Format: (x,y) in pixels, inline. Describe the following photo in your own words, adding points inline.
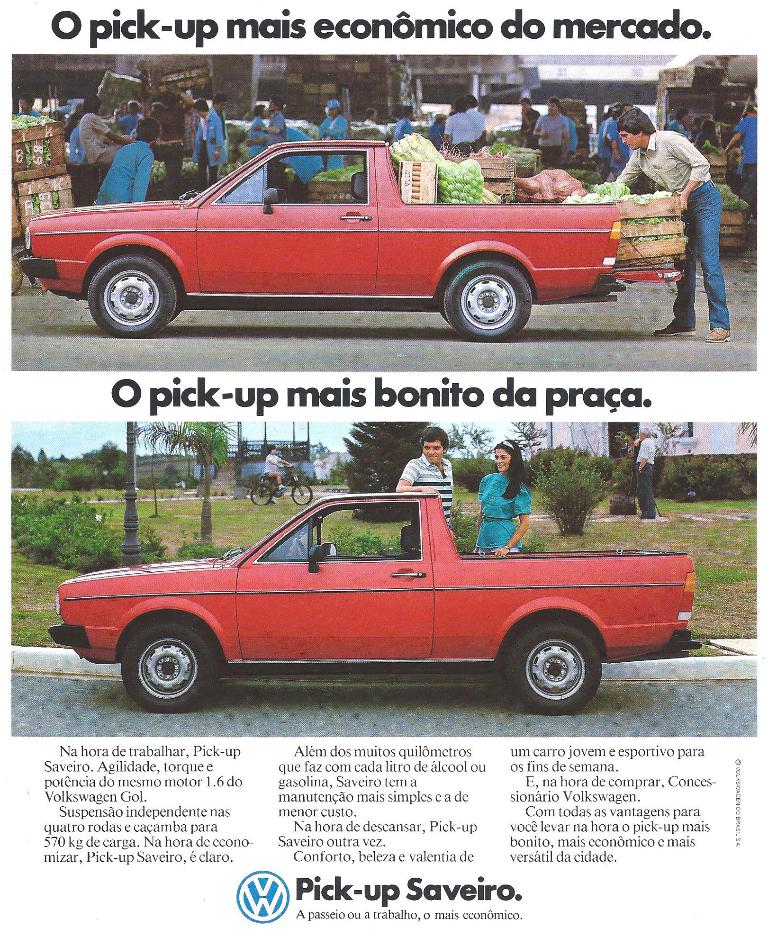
This image consists of a poster (469,678). On this poster (199,434) I can see two images (304,304) of a red color car (266,292). Along with these images (311,647) I can see some text (352,823).
